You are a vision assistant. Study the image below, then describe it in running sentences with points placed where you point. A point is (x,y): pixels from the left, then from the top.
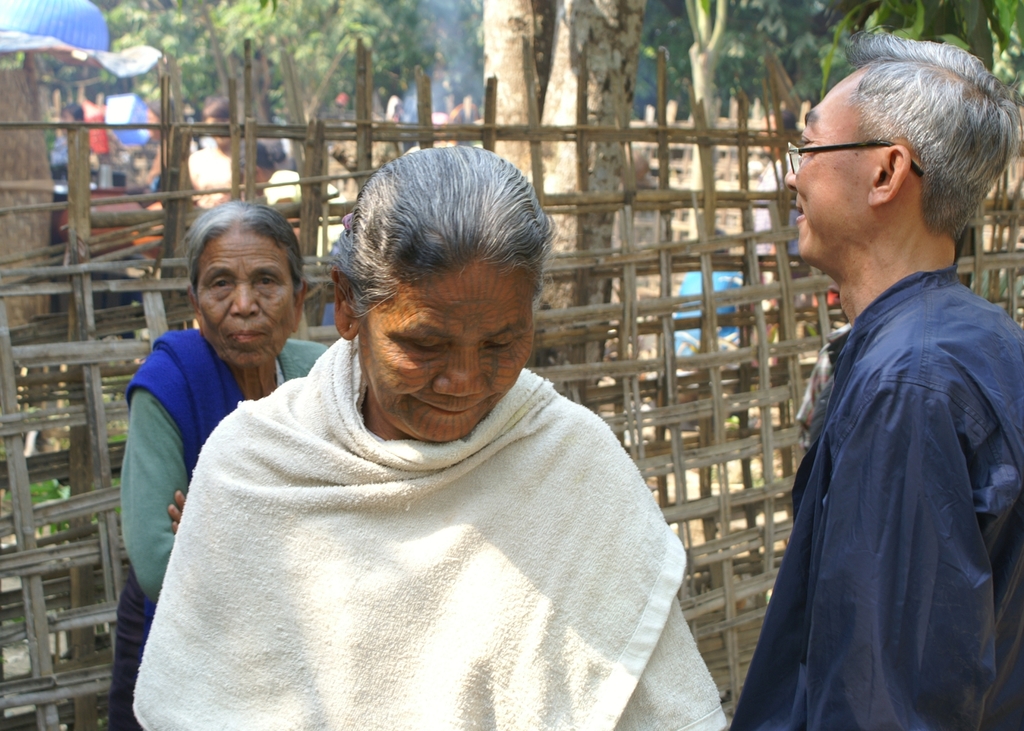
In this image we can see many people (261,144). There is a fence (312,184) in the image. There are many trees (501,66) in the image.
